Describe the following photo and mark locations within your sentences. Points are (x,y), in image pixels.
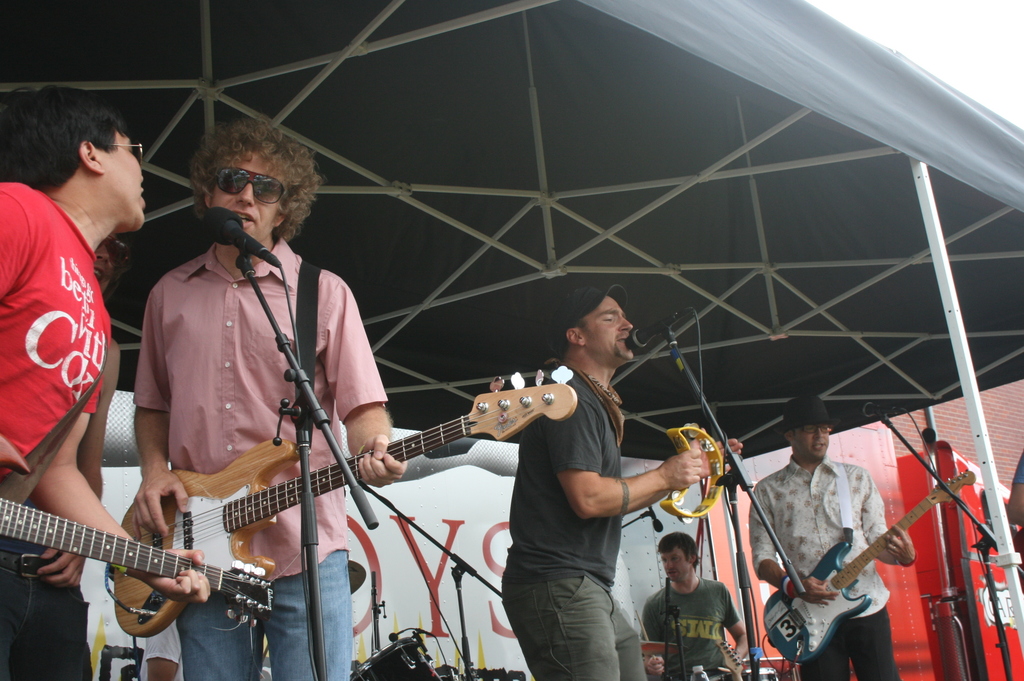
In this image there are group of people (150,388) playing a musical instruments (206,484).
